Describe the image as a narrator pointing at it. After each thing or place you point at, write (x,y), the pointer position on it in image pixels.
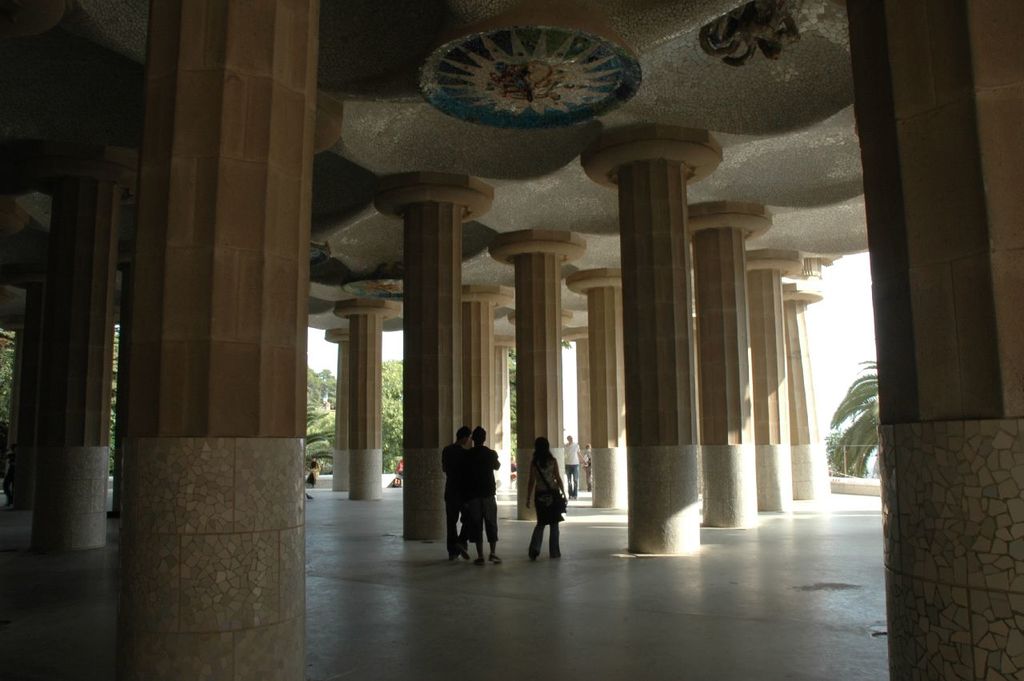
In the picture I can see pillars (439,498), people (473,533) standing on the ground (509,541), ceiling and some other objects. In the background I can see trees (332,423) and the sky (826,388).
